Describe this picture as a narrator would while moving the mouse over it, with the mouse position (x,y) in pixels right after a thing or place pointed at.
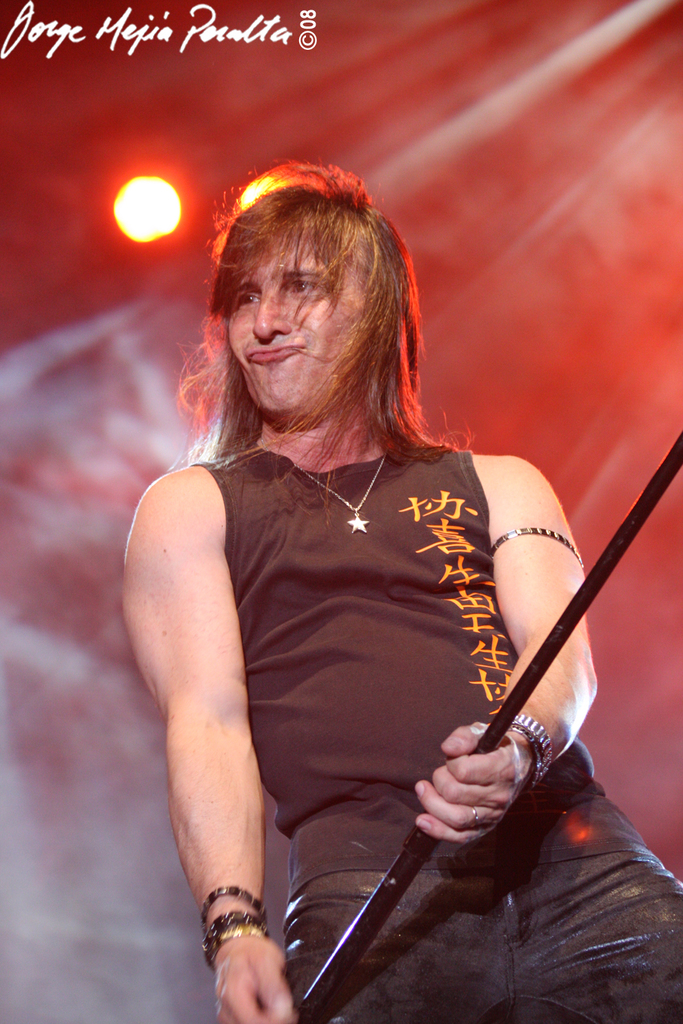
In this picture we can see a man (330,588), he is holding a metal rod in his hand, in the background (123,198) we can find lights (131,190).
